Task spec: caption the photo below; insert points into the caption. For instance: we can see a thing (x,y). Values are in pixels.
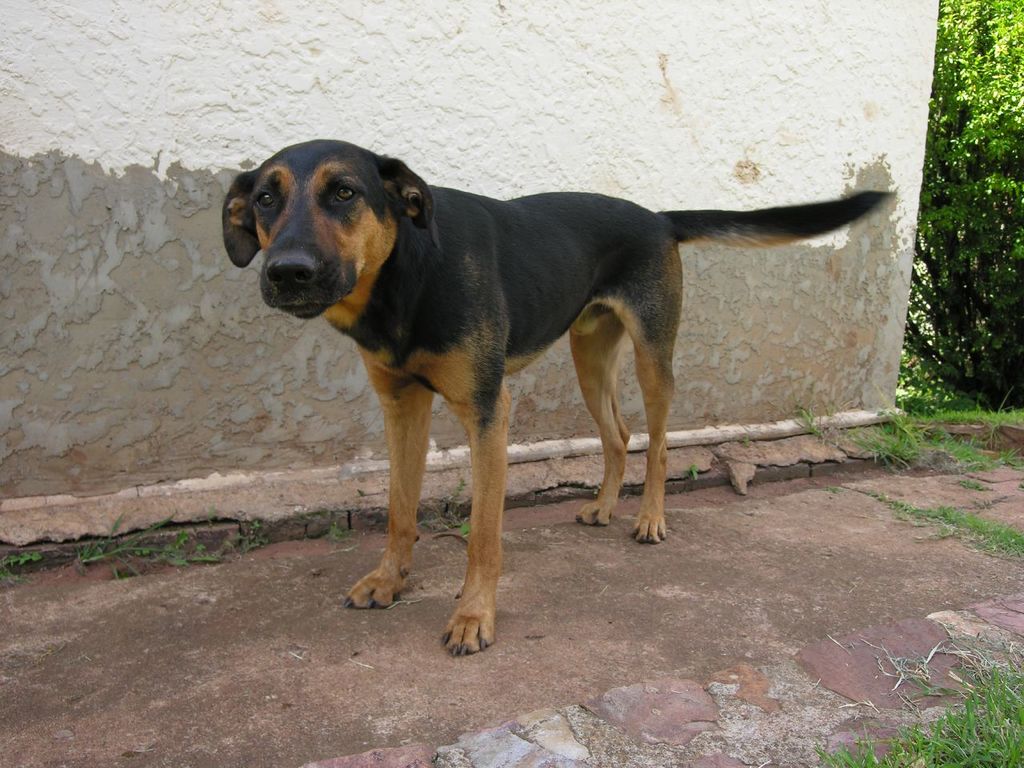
In the image there is a dog (386,338) standing in front of a wall (838,290) and beside the wall (921,151) there is some grass (932,424) and plants (959,144).
